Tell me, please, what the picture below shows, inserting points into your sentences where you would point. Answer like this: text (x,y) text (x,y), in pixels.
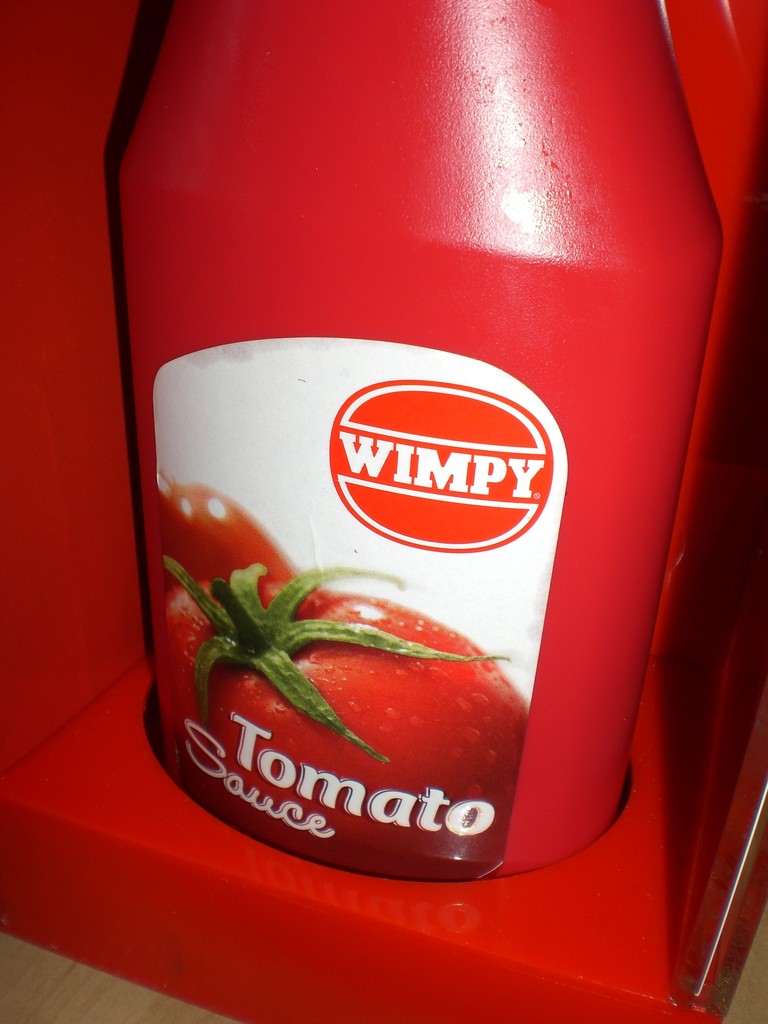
In this image I see the red color bottle (375,245) on which there is a sticker (303,809) and I see 3 words (470,829) and tomatoes (424,710) over here and this bottle (342,614) is on a red color thing (473,882).
